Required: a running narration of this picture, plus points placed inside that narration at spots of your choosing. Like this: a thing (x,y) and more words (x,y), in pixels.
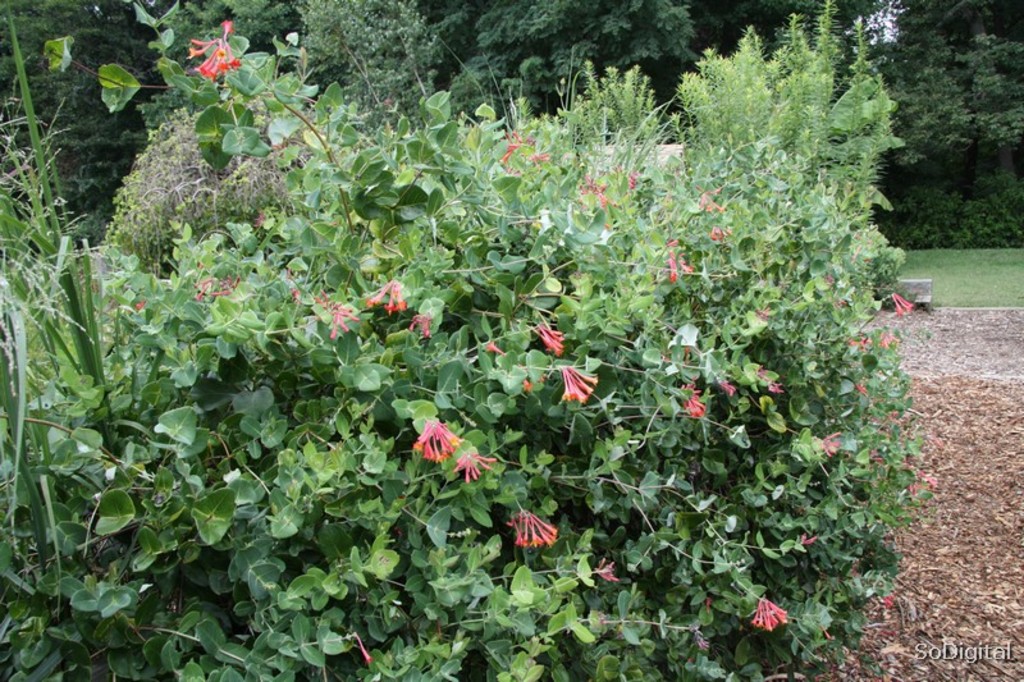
This picture is full of greenery (572,348). Here we can see flower plants (569,388). These are the trees (942,42). This is a dry land (972,559) area. This the grass (971,277).
